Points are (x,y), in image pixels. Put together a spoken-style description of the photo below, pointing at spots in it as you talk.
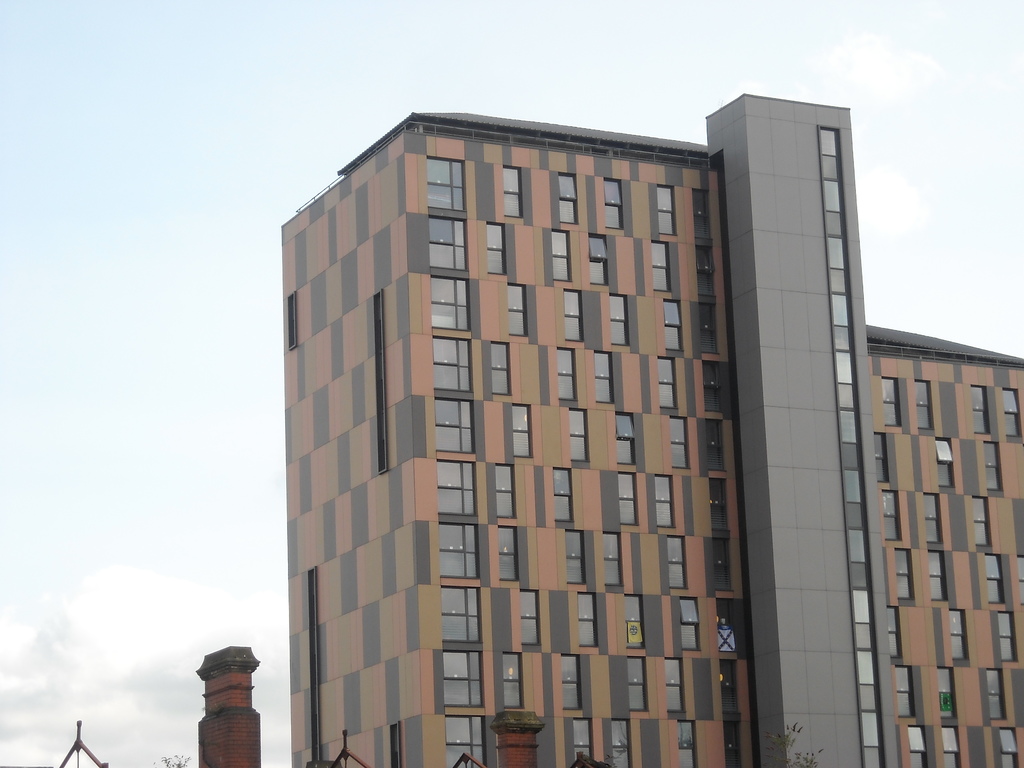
In this image I can see the building (492,198) with windows (452,446). To the side I can see the poles (240,712) and trees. In the background (274,116) I can see the sky (502,106).
